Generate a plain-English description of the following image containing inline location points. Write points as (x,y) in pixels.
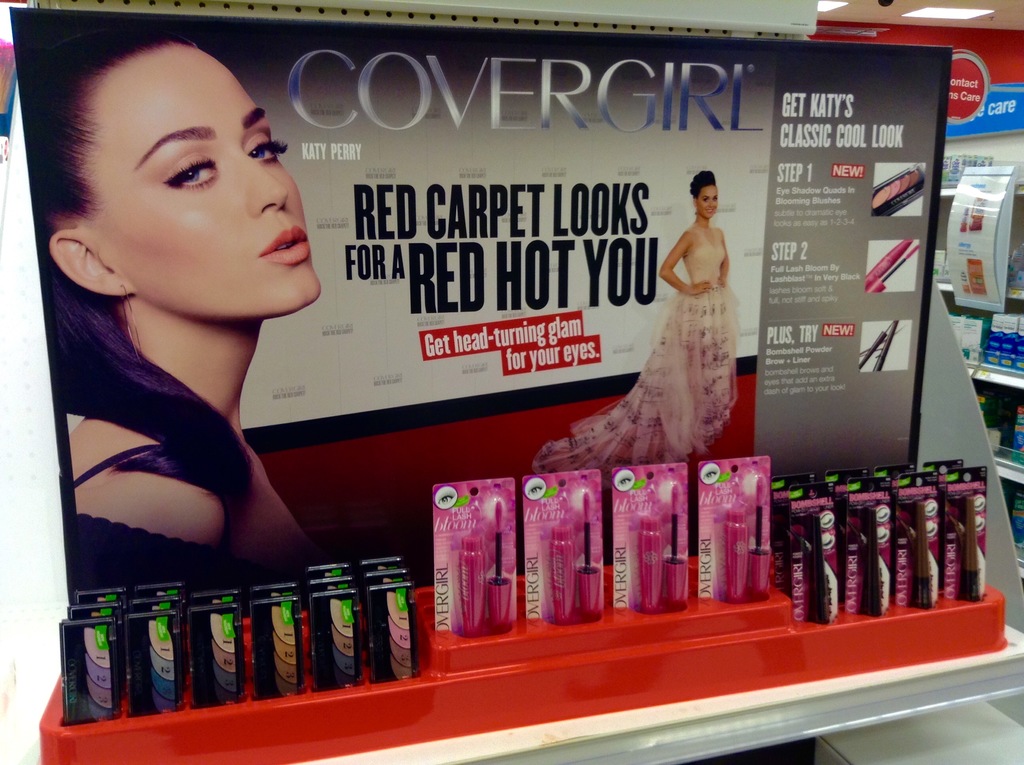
In this image I can see few cosmetics (873,483) and the board (350,191) and I can see two persons (698,264) and something written on the board (556,151). In the background (966,309) I can see few objects (1000,267) and lights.
